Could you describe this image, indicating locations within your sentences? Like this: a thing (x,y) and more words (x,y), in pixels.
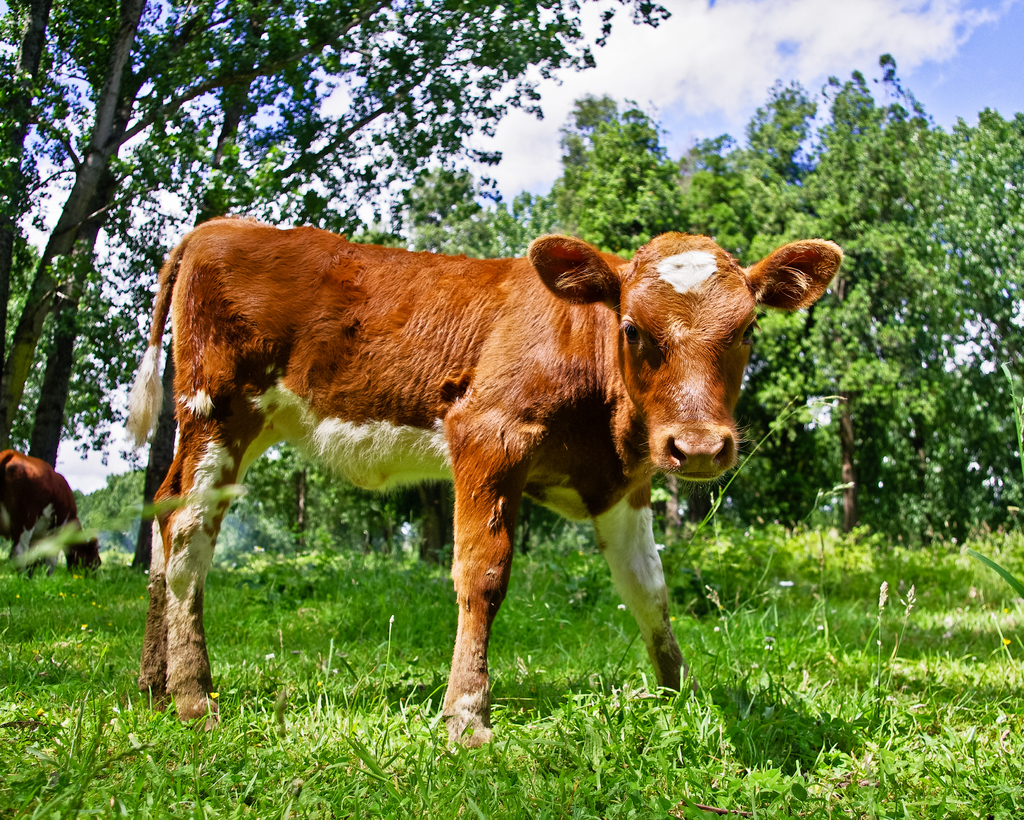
This image is taken outdoors. At the top of the image (552,120) there is the sky (719,90) with clouds (805,73). At the bottom of the image (345,749) there is a ground (319,601) with grass (106,587) on it. In the background (111,497) there are a few trees (874,458) and plants (334,493) with leaves (907,398), stems (851,446) and branches (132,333). On the left side of the image (67,523) there is a cow (17,522) on the ground (62,569). In the middle of the image (492,426) there is a calf (559,355) on the ground (740,599).
